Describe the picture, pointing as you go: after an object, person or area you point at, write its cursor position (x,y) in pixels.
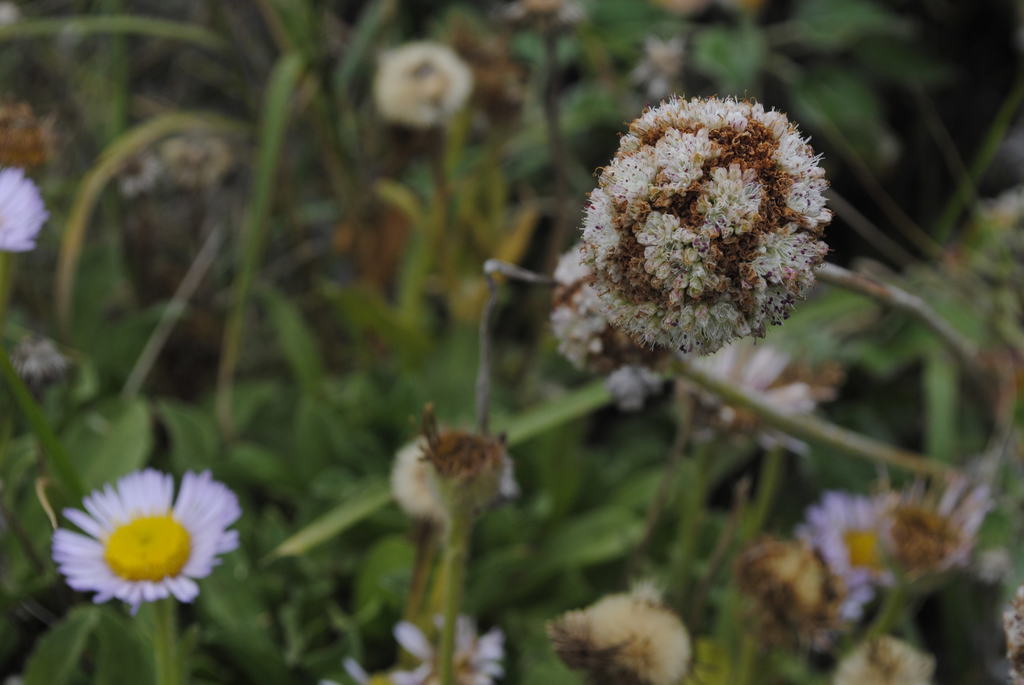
In this image I can see few flowers (176,528) which are white and yellow and few other flowers (647,258) which are white and brown in color and in the background (510,58) I can see few plants (457,107) and few flowers (475,43).
